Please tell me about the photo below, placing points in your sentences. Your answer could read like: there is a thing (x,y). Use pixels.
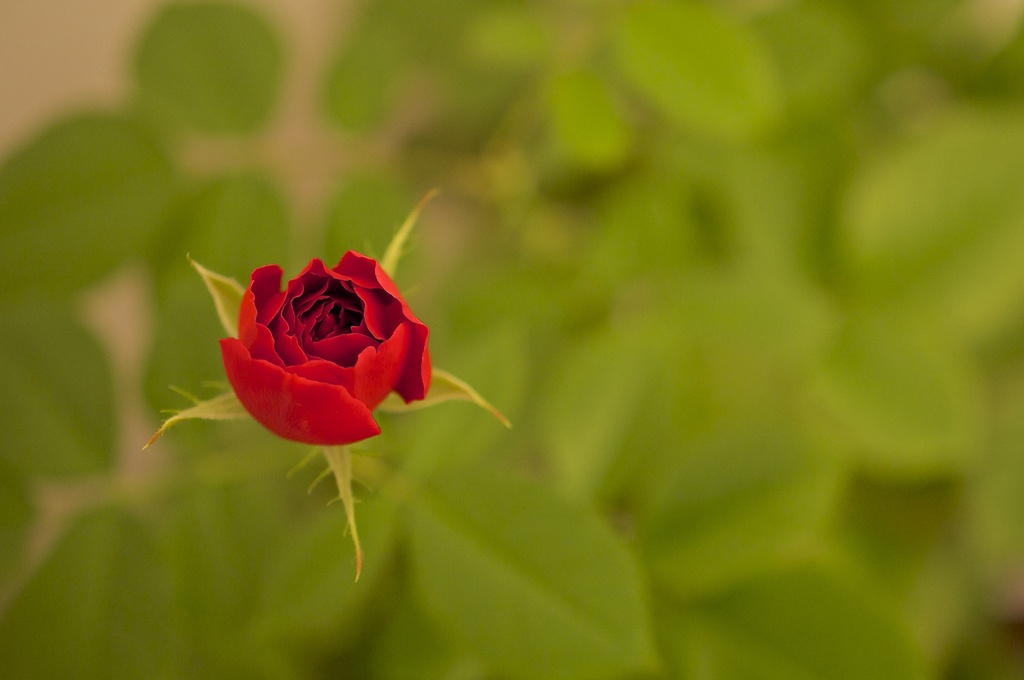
In this image I can see a flower (362,355) which is red in color and petals (248,417) which are green in color. In the background (382,489) I can see a tree (699,454) which is green in color.
